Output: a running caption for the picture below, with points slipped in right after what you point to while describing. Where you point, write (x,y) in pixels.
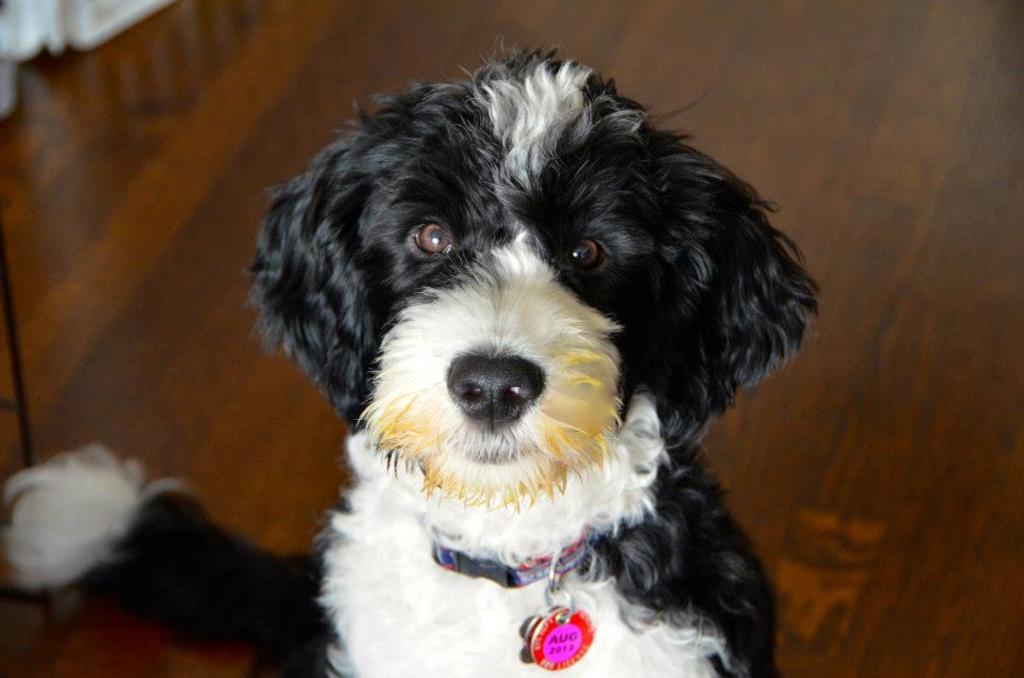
In this image we can see a dog (465,384) on the floor (100,373) and on the left side (19,30) there are objects (2,34) on the floor (1017,456).
